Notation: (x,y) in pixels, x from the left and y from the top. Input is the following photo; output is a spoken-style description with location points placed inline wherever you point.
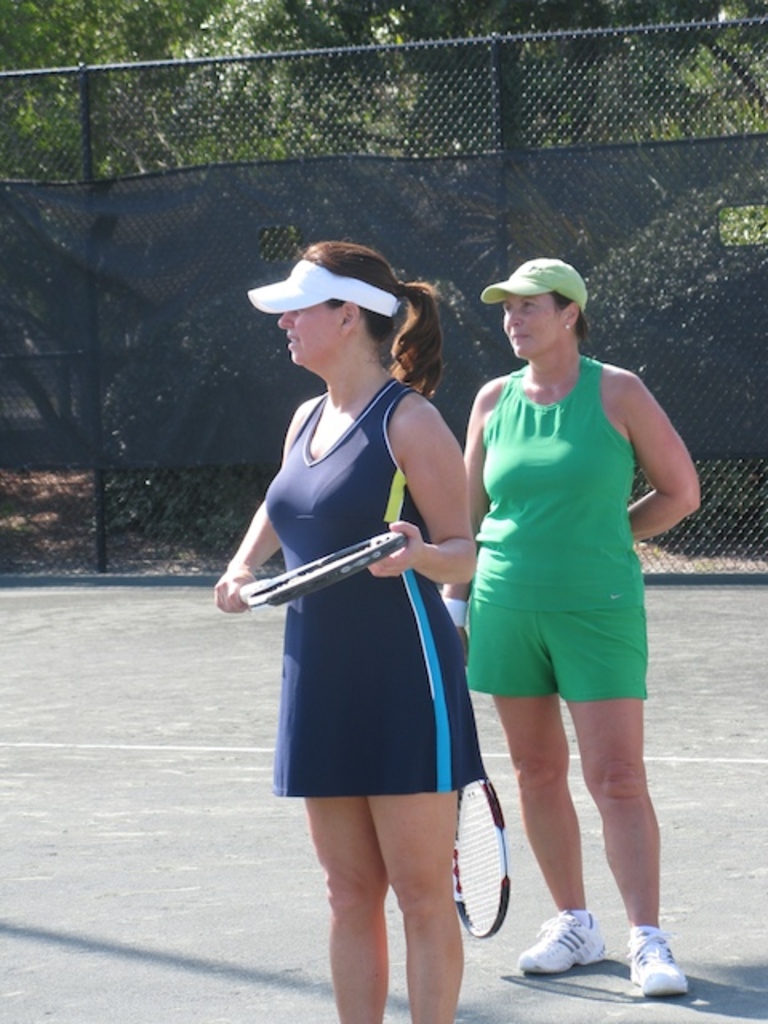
In the image we can see there are two women (434,607) who are standing and holding tennis racket (488,824) in their hand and at the back (397,226) there is a net (343,147).
